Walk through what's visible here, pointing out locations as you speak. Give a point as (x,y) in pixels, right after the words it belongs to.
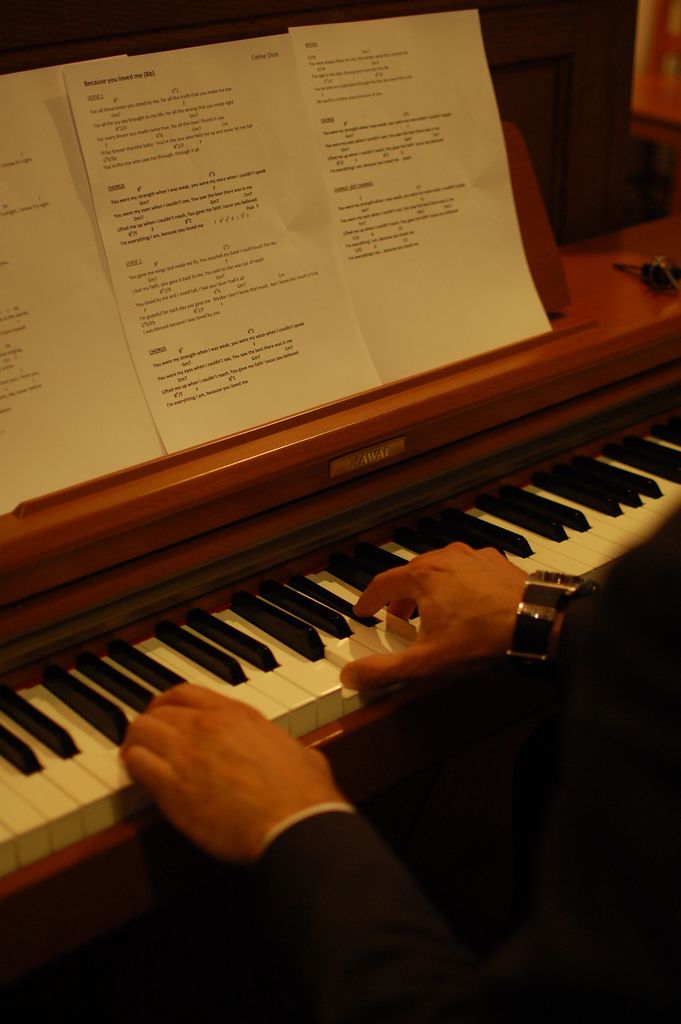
There is a person (363,671) playing piano (333,625) and there are three papers (266,306) in front of him.
